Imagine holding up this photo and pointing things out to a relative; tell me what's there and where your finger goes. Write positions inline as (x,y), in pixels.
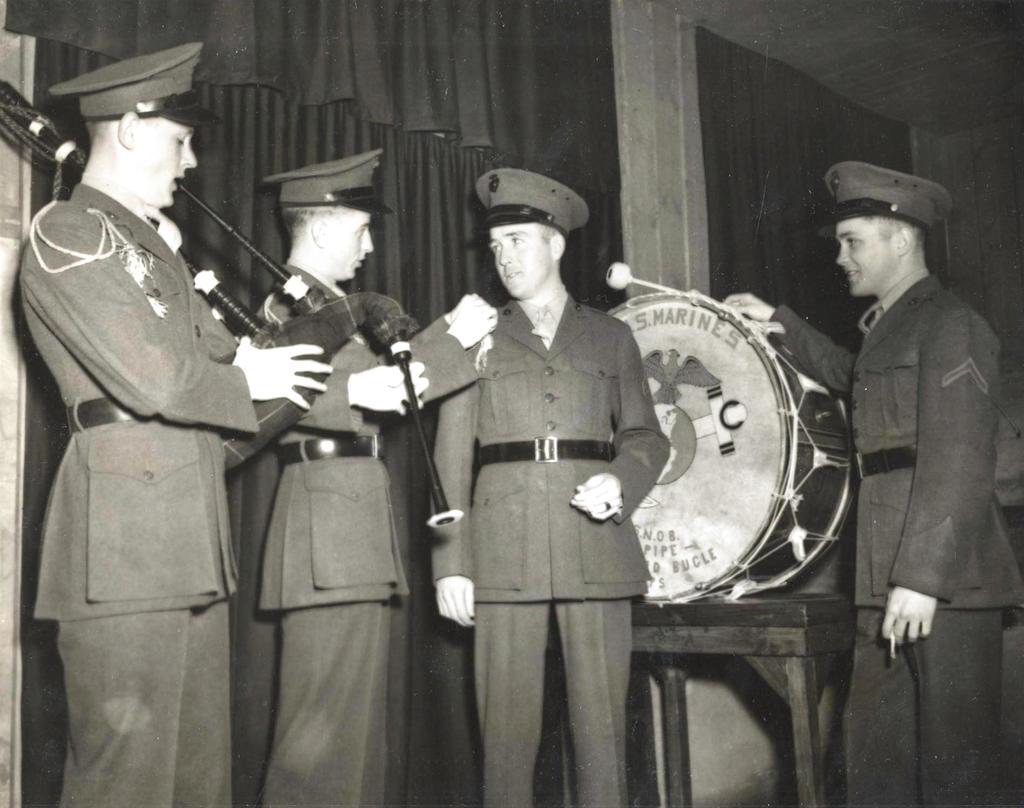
In the left side (157,504) a man (182,638) is standing, he wore a dress (172,360), cap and playing the musical instrument (81,157). In the middle (583,461) two other men (526,223) are also standing, in the right side (929,446) a person (919,405) is standing by keeping his hand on a drum (715,524).
